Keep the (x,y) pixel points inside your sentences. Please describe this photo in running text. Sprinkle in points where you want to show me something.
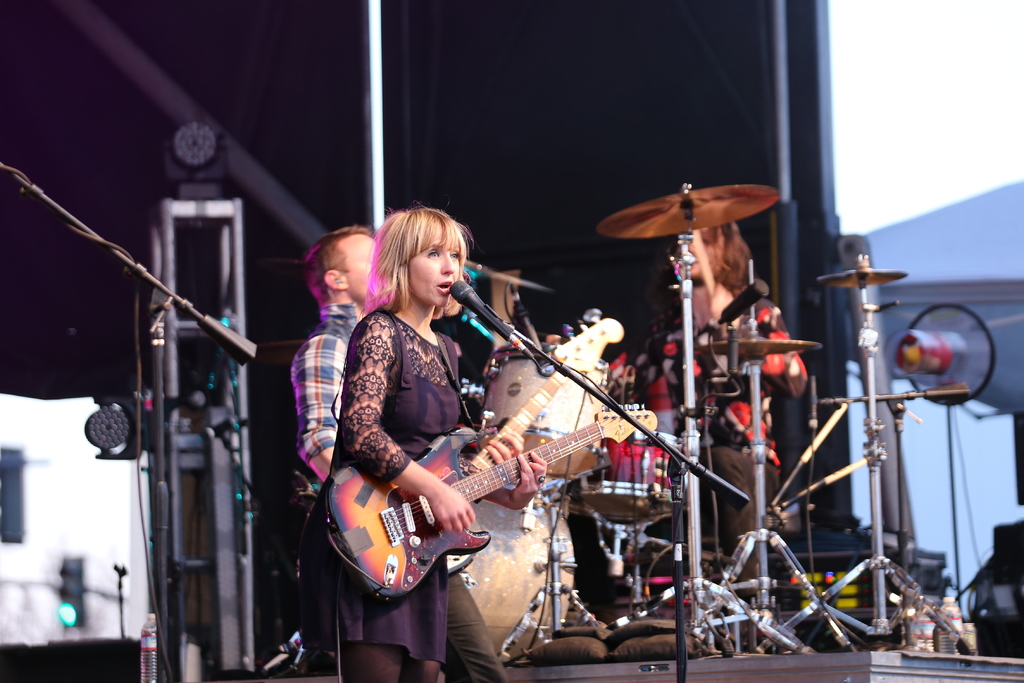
In this image we can see a woman (446,272) standing on the stage (519,652). She is playing a guitar (384,526) and she is singing on a microphone (469,287). Here we can see a man (718,265) sitting on a chair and he is playing the snare drum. Here we can see a man (346,249). In the background (306,118), we can see the black cloth (630,145).
